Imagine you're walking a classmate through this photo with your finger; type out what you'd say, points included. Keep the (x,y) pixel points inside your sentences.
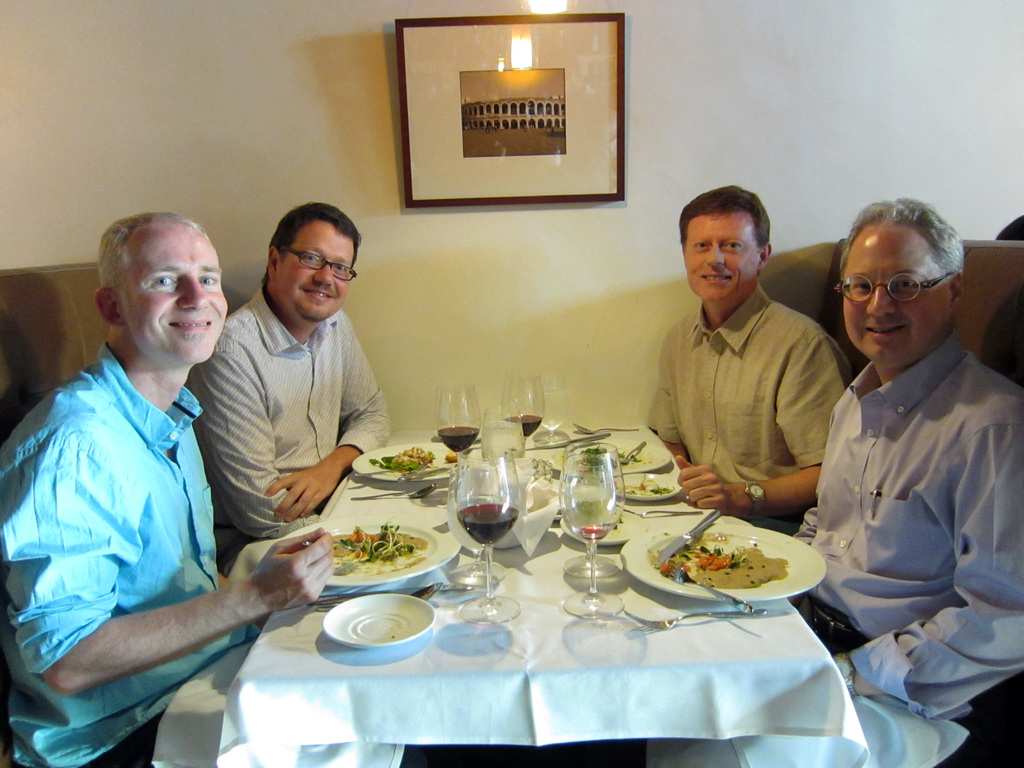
In this image there are four persons (276,504) sitting on benches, in between them there is a table (573,652), on that table (413,586) there glasses (462,417), plates (639,494), in that plates (654,577) there is food item (701,555), in the background (188,163) there is a wall (998,104) on that wall (998,104) there is a photo frame (439,99).
